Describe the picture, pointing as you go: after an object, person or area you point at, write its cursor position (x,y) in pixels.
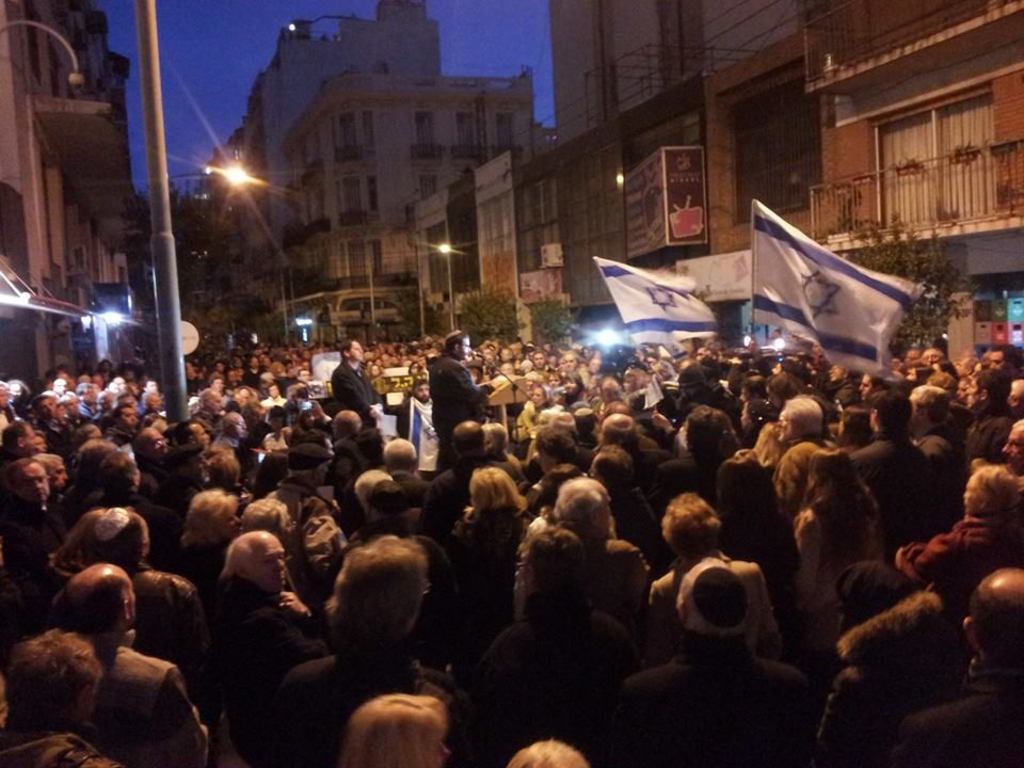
In the center of the image (594,495) there are people (623,576). In the background of the image (469,243) there are buildings (474,115). There is a pole (163,301). There is a street light (218,168). At the top of the image (224,87) there is sky (204,38).
